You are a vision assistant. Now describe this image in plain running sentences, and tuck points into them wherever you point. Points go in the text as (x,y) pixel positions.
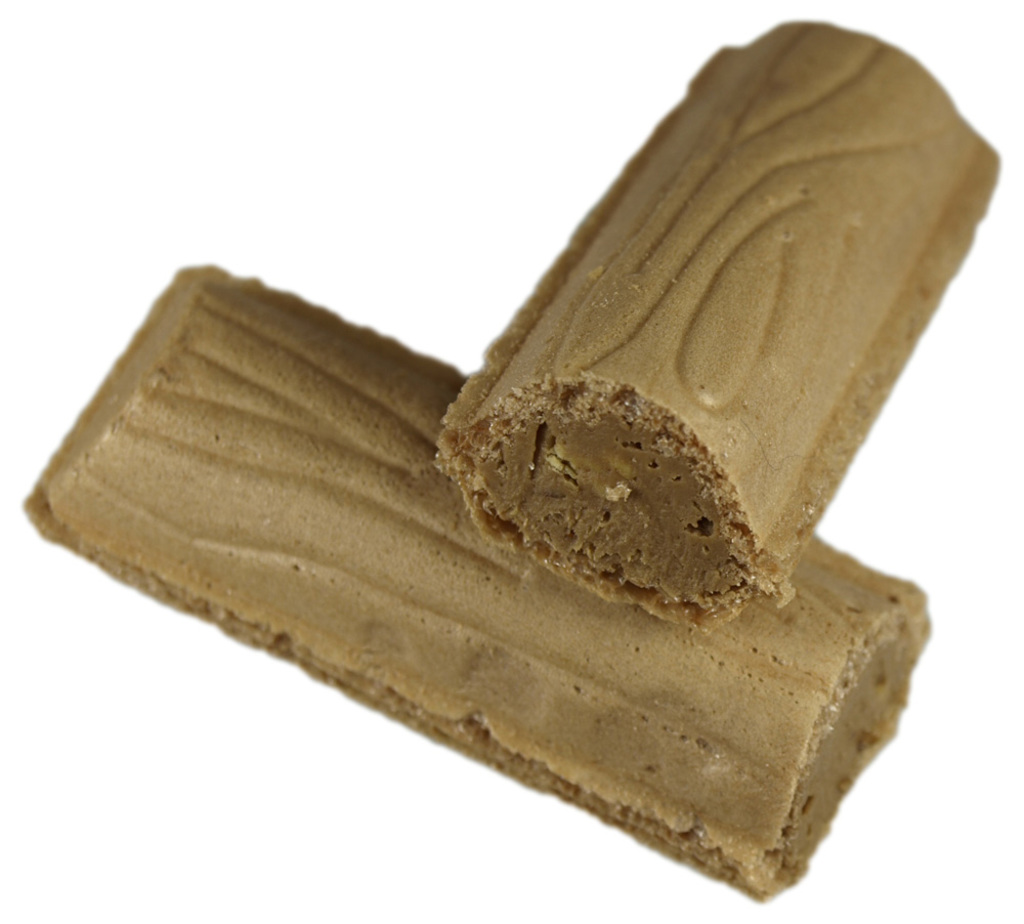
In the picture I can see two pieces of chocolate (433,405).
